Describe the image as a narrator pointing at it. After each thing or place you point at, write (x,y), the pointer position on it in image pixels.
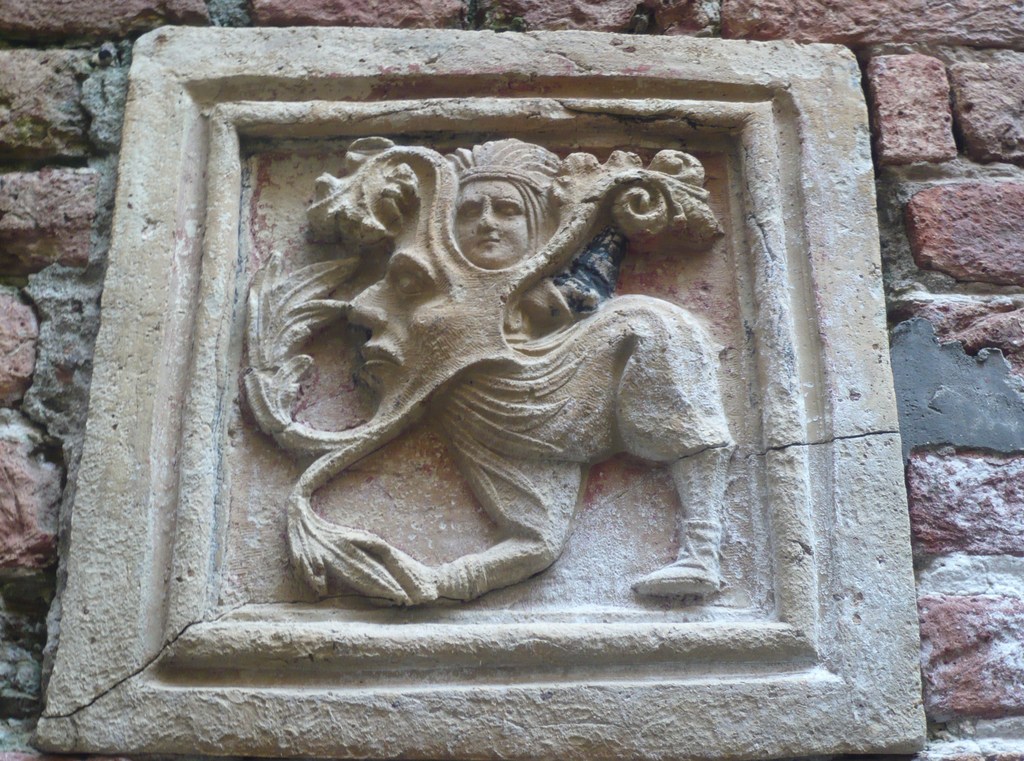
In the picture I can see sculpture (408,356) to the brick wall (1,486).
